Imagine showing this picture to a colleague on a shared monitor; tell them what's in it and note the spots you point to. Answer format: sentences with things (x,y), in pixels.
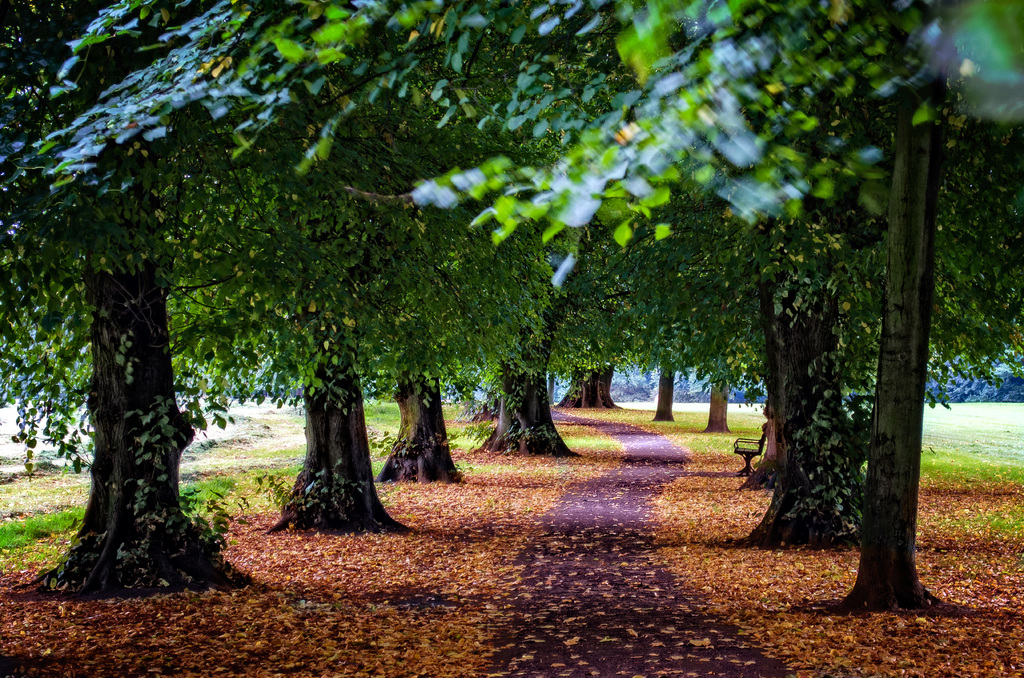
In this image we can see a road (549,511). On the ground (272,495) there are leaves (332,535). Also there are many trees (559,331). There is a bench (748,452).
